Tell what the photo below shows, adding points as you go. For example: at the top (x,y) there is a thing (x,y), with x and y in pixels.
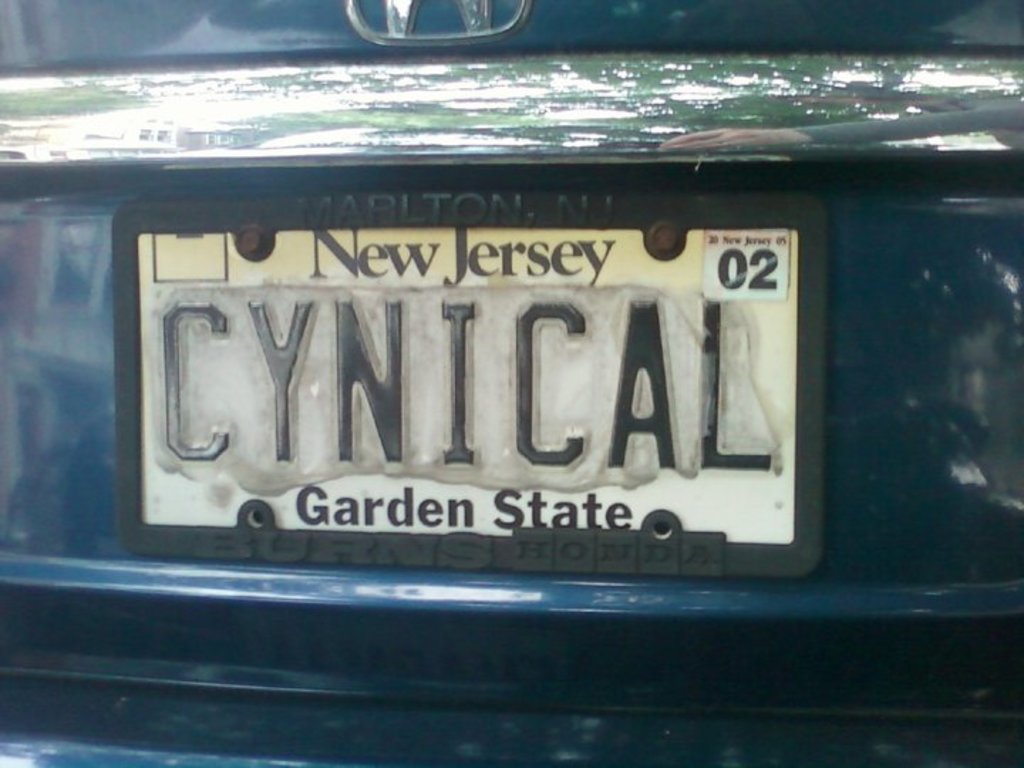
In this image, we can see a board (493,524) with some text (456,316). Here we can see blue color object (242,191). Top of the image (408,10), we can see metal object (399,21). Here we can see some reflections (628,130). On the right side (877,138) top of the image (984,120), we can see human hand (749,141).
